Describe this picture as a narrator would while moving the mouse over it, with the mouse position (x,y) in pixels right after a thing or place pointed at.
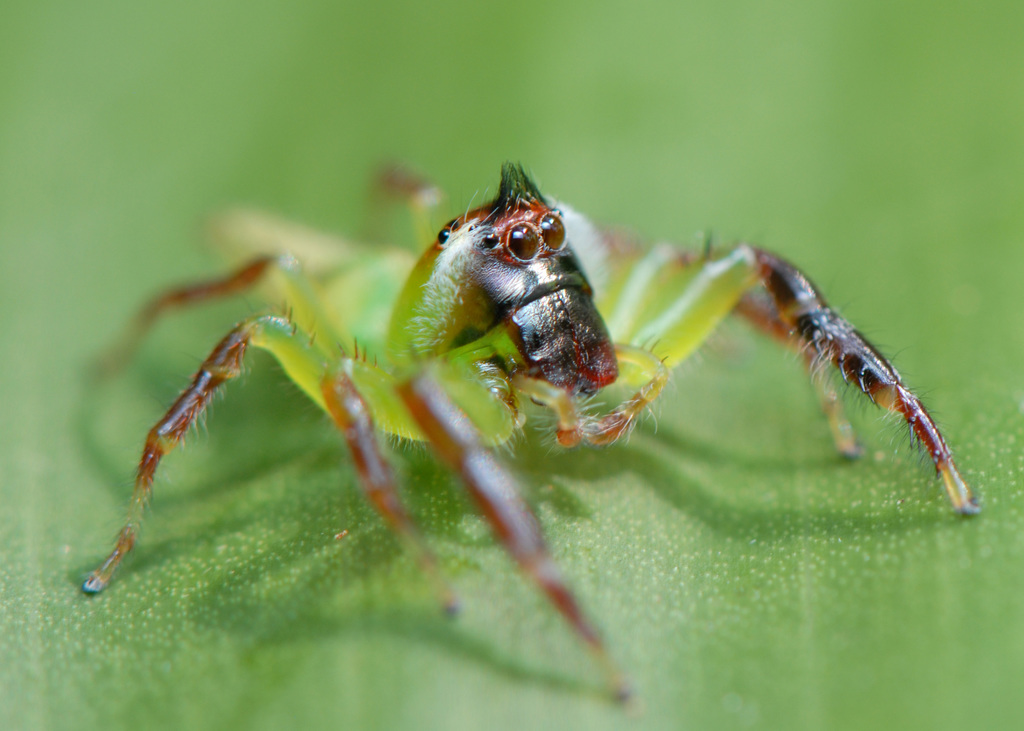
There is a spider (502,380) on a greenery surface (336,508).
